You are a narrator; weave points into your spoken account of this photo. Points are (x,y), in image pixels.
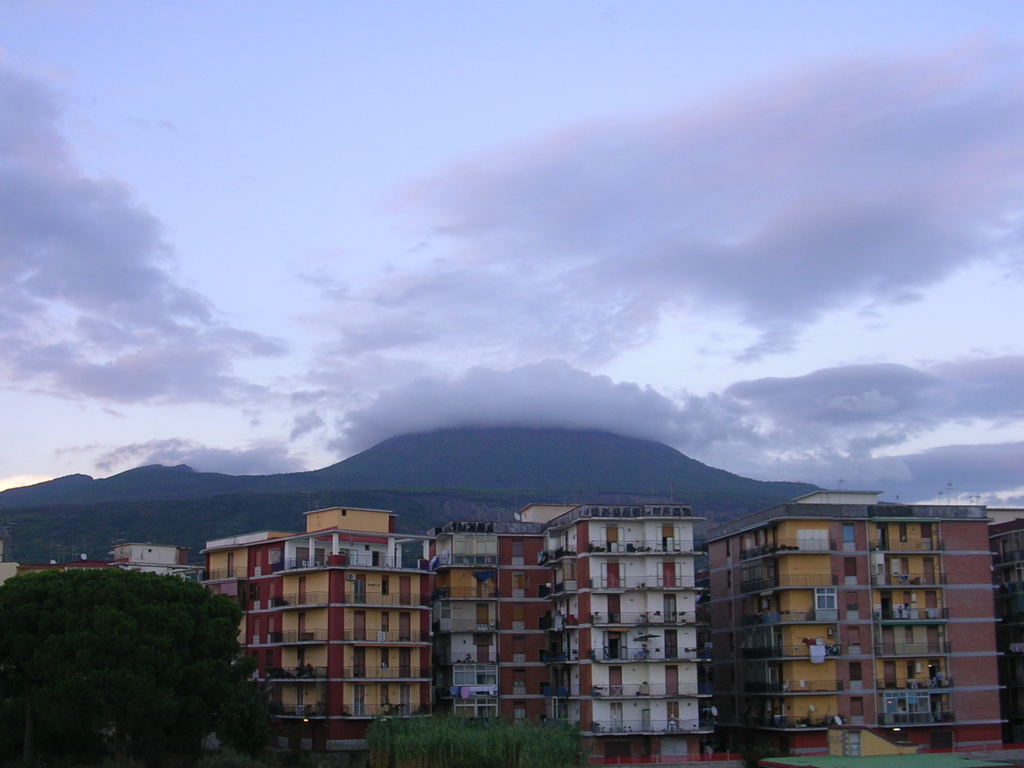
In the foreground of this image (221,640), there are trees (238,668) and buildings (571,626). In the background (463,460), there are mountains (371,463) and the sky (418,245).
